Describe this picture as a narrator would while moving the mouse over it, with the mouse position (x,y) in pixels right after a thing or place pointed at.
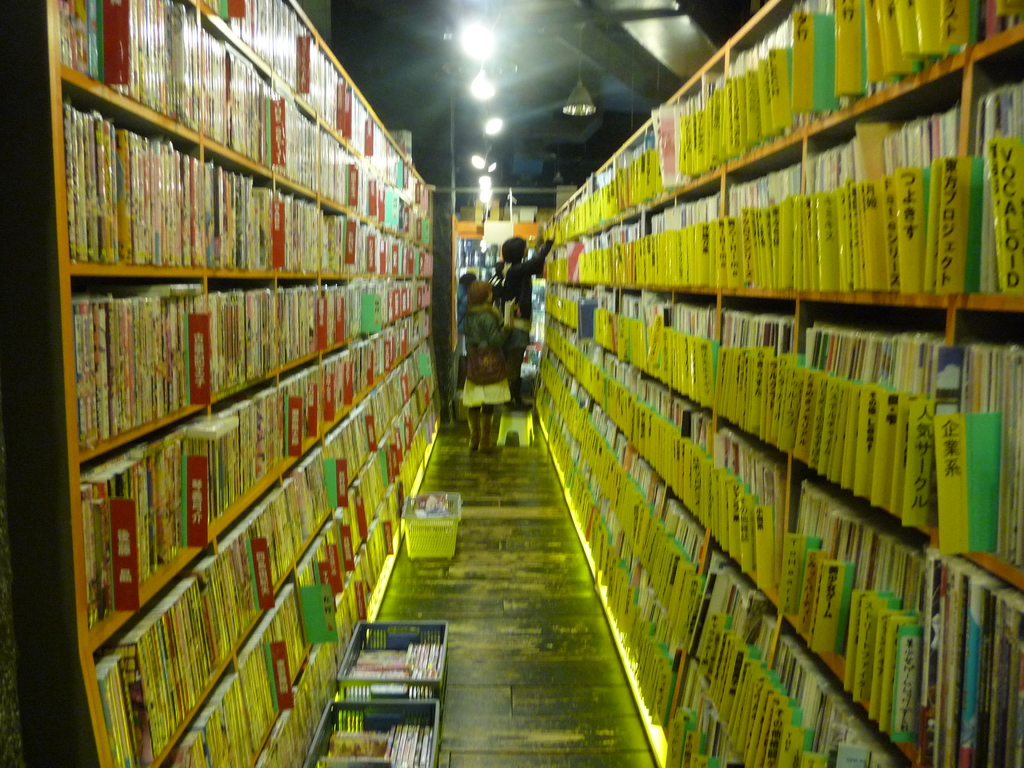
This picture is clicked inside. On the right (771,412) and on the left (150,236) there are some wooden cabinets (362,336) containing many number of books (556,380). In the foreground (412,696) we can see the baskets (432,700) containing books (401,746) are placed on the ground (505,586). In the center (507,279) we can see the group of people (509,320) standing on the ground (540,460). In the background (488,82) there is a roof (536,54), ceiling lights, metal rods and cabinets (481,232) containing some objects (474,246).
